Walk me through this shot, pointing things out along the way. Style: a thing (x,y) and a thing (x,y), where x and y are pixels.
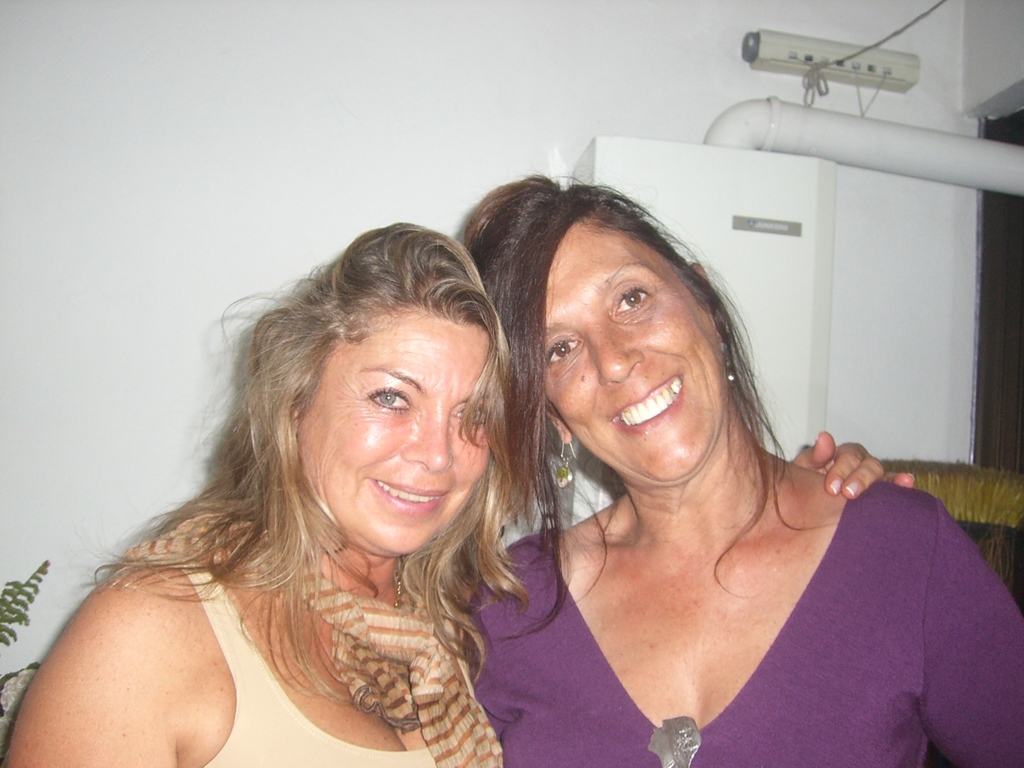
In this image we can see both the woman (690,415) is standing and smiling, at the back (508,167) there is a wall (813,32), there is a pipe (905,158).
